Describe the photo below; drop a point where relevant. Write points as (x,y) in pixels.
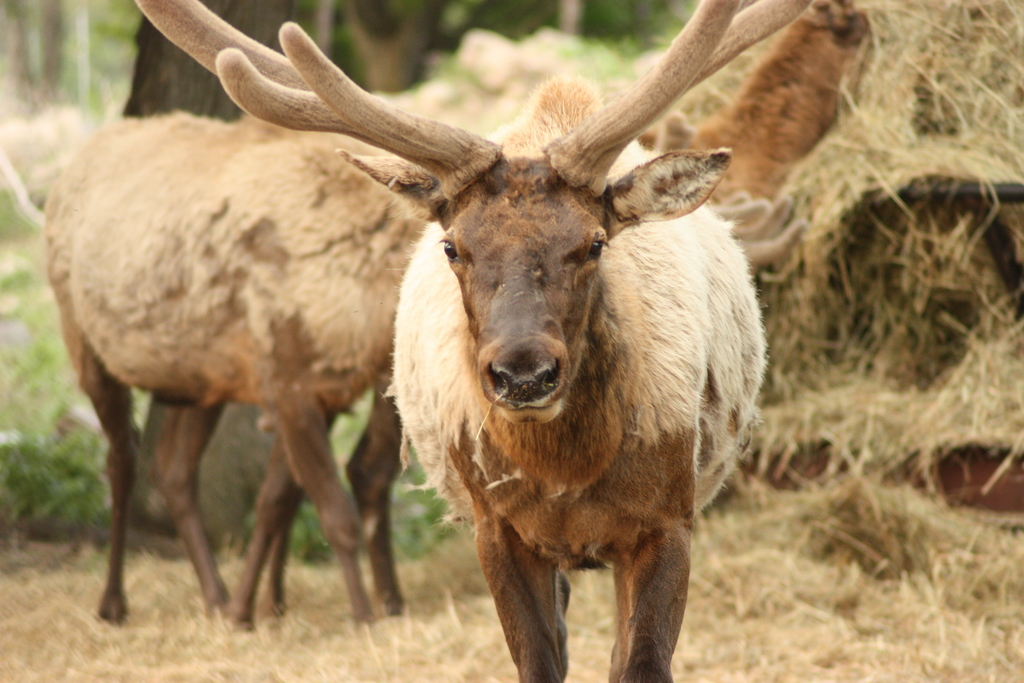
In this image there are animals (436,298) in the center (577,326). On the right side (898,205) there is dry grass (907,212) and the background (625,27) is blurry.
